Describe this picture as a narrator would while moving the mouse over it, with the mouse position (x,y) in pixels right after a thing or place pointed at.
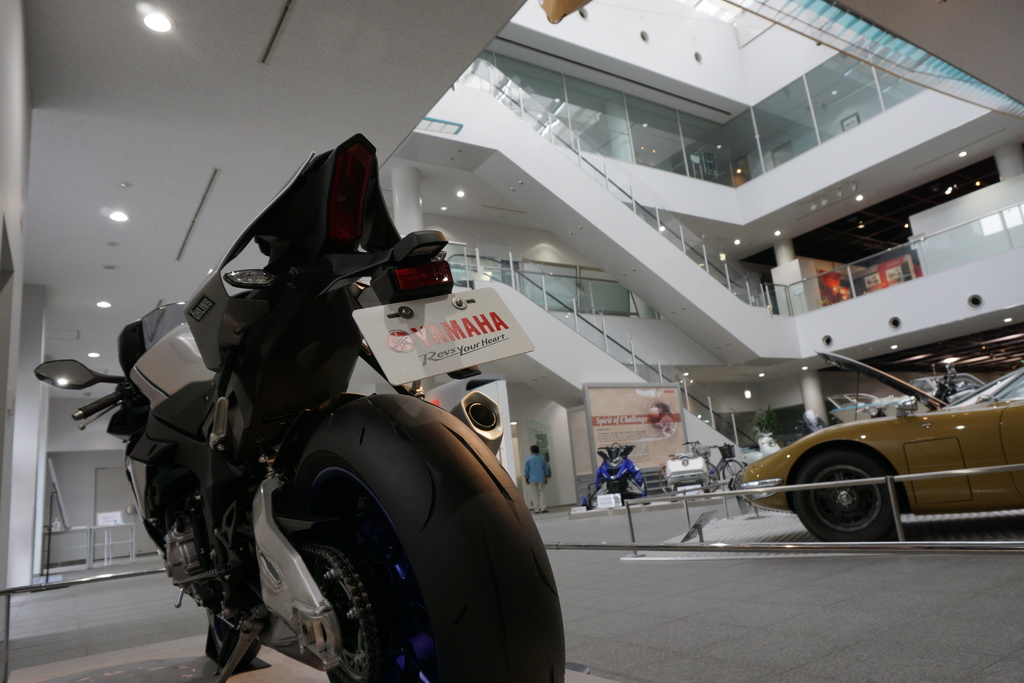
In this image we can see there is a bike (220,490) on the left side (221,526) bottom. Beside the bike (305,566) there are few cars (841,455) which are kept on the floor (895,534) for the show case. In the middle (620,243) there is a building (617,224) with the staircase (568,210). At the bottom (663,463) there is a hoarding (636,431) in the middle (641,434). In front of the hoarding (663,458) there are vehicles (685,459). We can see there are lights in each floor (880,196). On the left side (166,167) top there is a ceiling (116,125) with the lights (123,213).
